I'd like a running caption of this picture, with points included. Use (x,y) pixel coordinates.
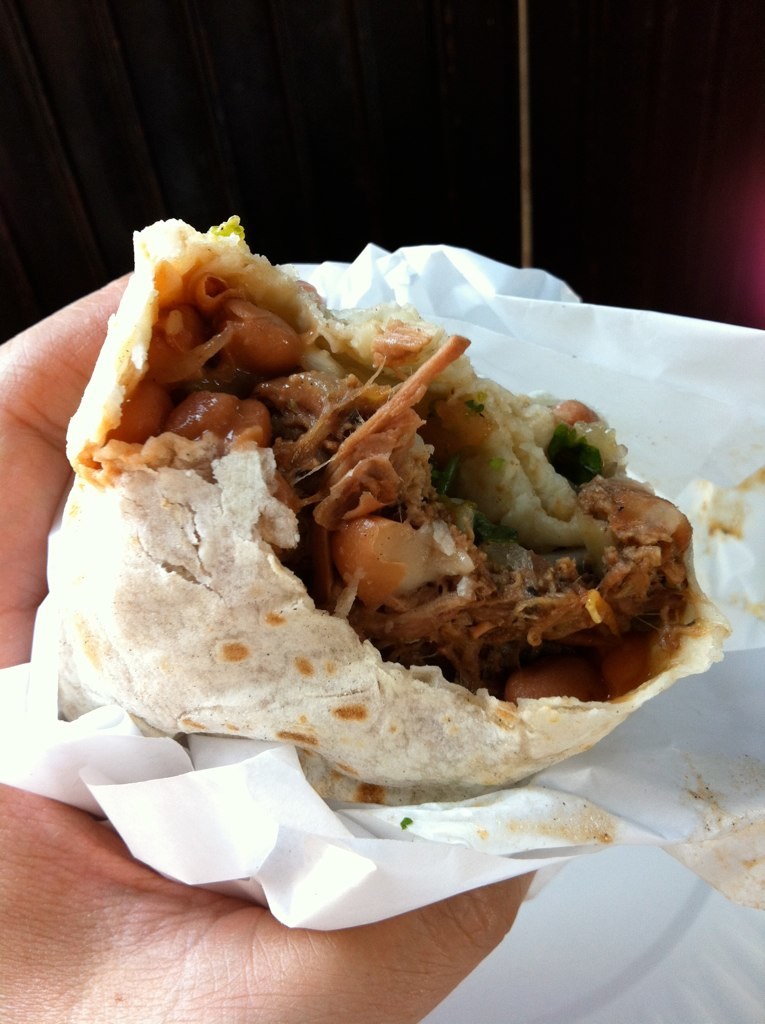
In this image we can see a person (15,1021) holding some food (281,661) with a tissue paper (320,814).
